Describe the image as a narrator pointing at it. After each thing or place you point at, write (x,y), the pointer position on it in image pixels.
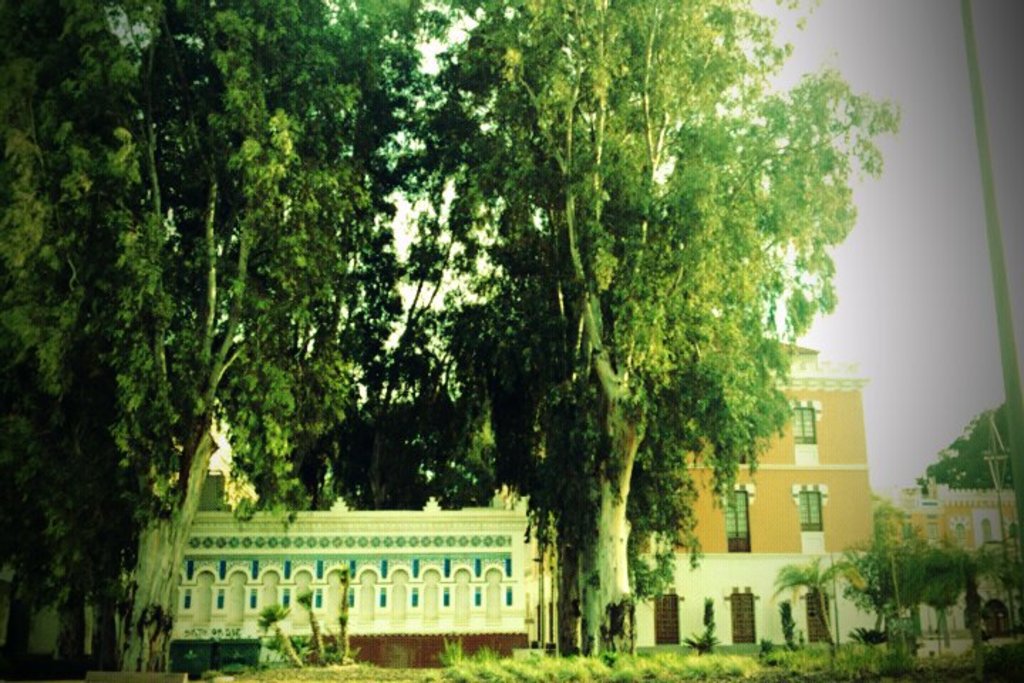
There are buildings (454,522) with windows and doors (737,601). In front of the building (506,585) there are trees (507,473) and grasses (788,682). On the right side (990,246) there is a pole (1002,295). In the background (904,316) there is sky (912,332) and trees (965,447).
